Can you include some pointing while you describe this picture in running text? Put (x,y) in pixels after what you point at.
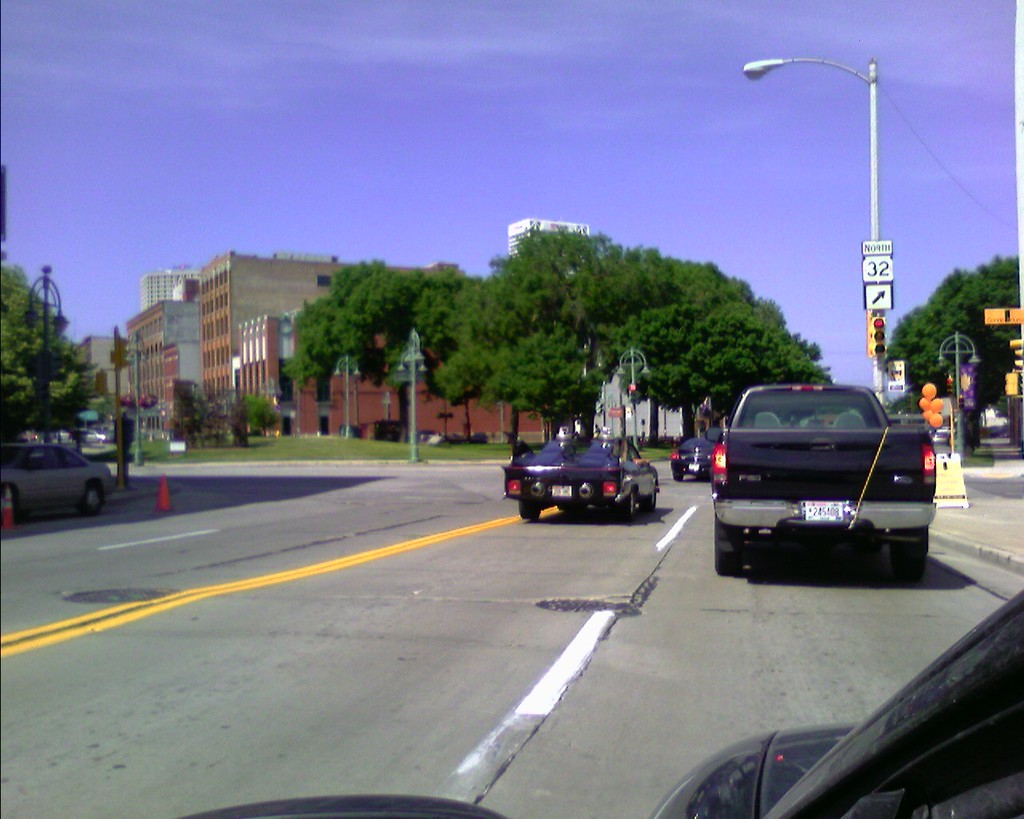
In the center of the image (533,501) we can see vehicles (727,508) and trees (583,386). On the left side of the image (200,326) we can see buildings (180,363), poles (42,355), vehicle (44,469) and tree (33,376). On the right side of the image (1015,381) we can see street light (957,404), sign boards (868,301), traffic signals (870,323) and trees (972,332). In the background (762,197) we can see sky (509,197) and clouds (389,46).
